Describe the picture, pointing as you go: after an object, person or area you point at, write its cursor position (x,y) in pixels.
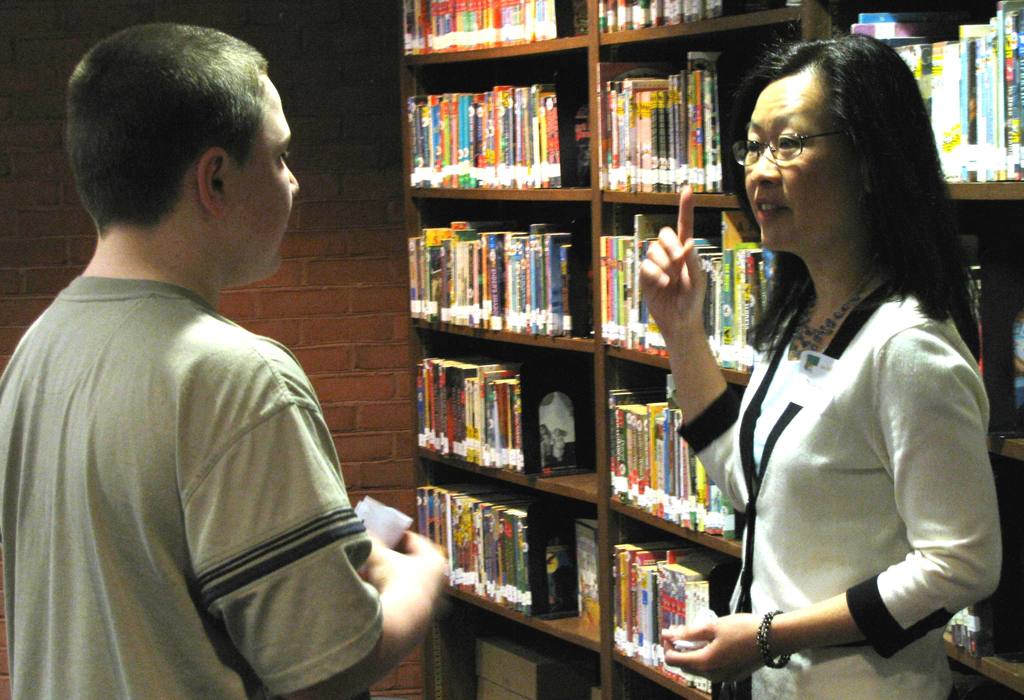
On the right side of the image (830,350) we can see a lady (780,305) is standing and talking. On the left side of the image (137,340) we can see a man (144,650) is standing and holding a paper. In the background of the image (332,26) we can see the wall (334,336) and the rack (666,399). In the rack (566,195) we can see the books (457,166).
